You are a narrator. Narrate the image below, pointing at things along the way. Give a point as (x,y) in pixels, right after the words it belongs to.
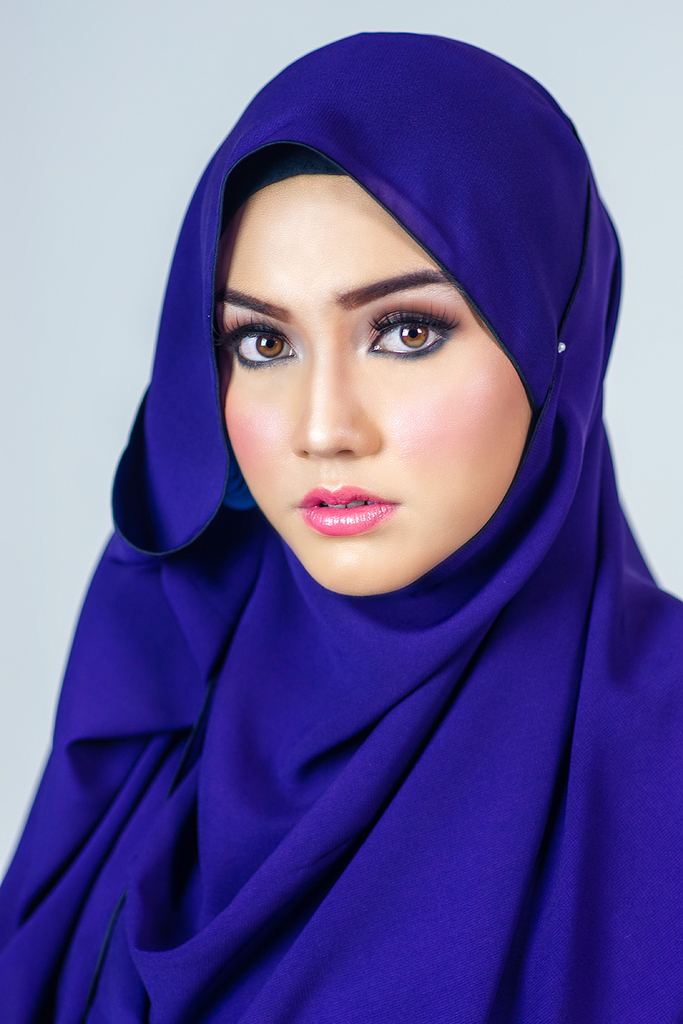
In this picture there is a woman (361,538) who is wearing blue scarf (549,159). She looks very beautiful. At the back (679,204) there is a wall (627,471).
